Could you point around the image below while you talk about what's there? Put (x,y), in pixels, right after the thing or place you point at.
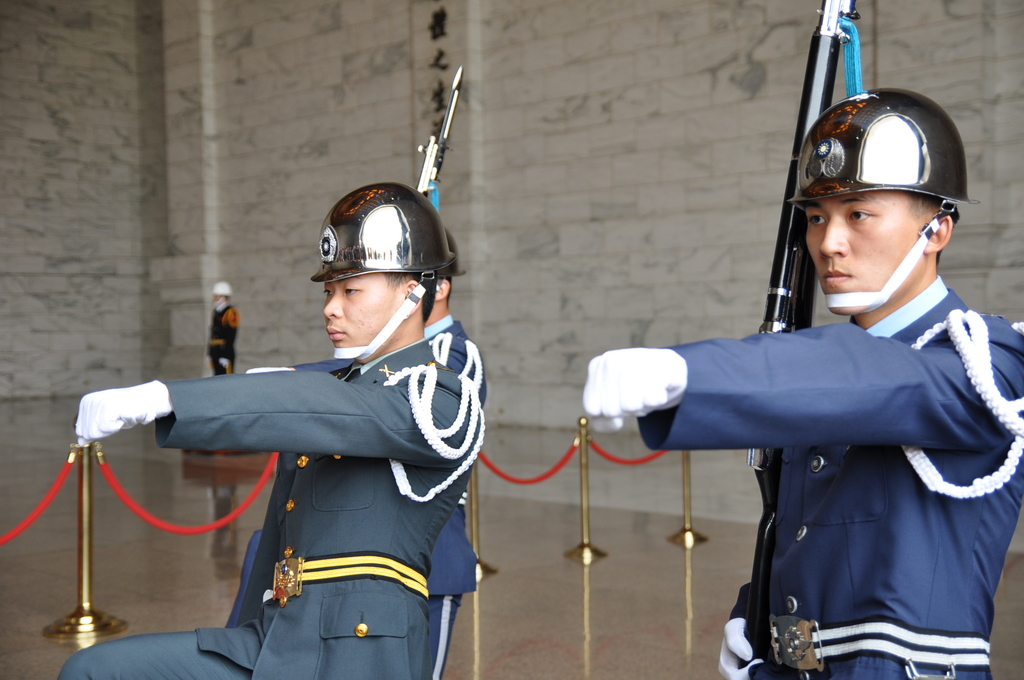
In this image I can see four persons (442,310) are standing and I can see all of them are wearing uniforms (902,415), gloves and helmets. I can also see two of them are holding guns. In the background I can see few poles (78,558), few red colour ropes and on the top side of the image (438,18) I can see something is written on the wall (341,156).
